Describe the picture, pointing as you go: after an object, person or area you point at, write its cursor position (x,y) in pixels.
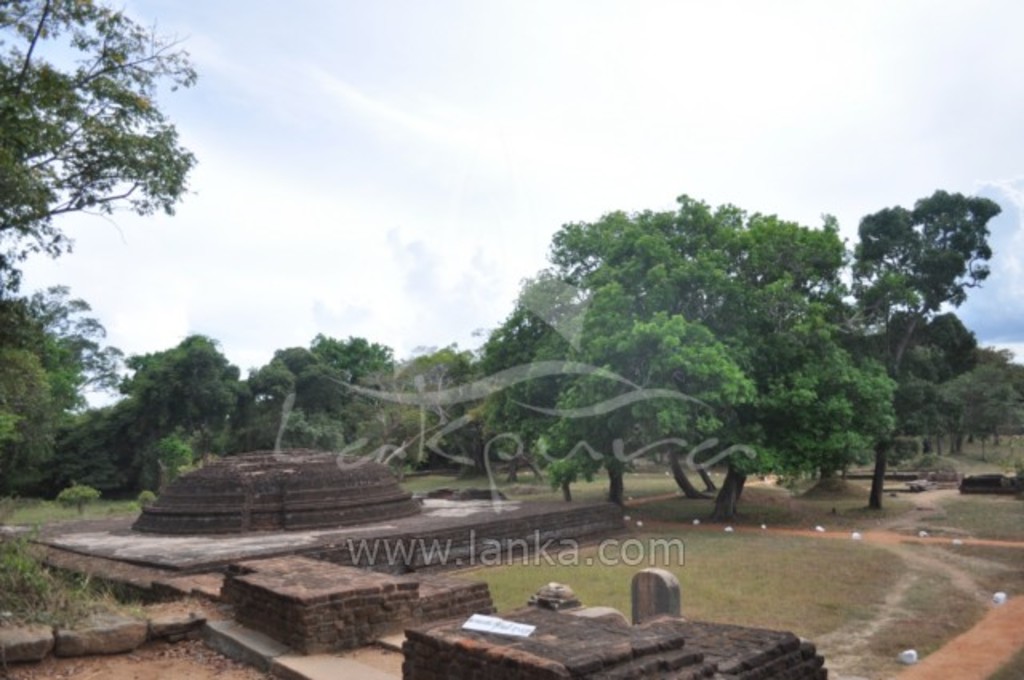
On the bottom (395,596) we can see the monuments (771,641). in the background (595,428) we can see many trees (30,377). At the top (469,148) we can see sky (549,118) and clouds (497,124). Here we can see grass (846,563). Here we can see watermark (636,454).
